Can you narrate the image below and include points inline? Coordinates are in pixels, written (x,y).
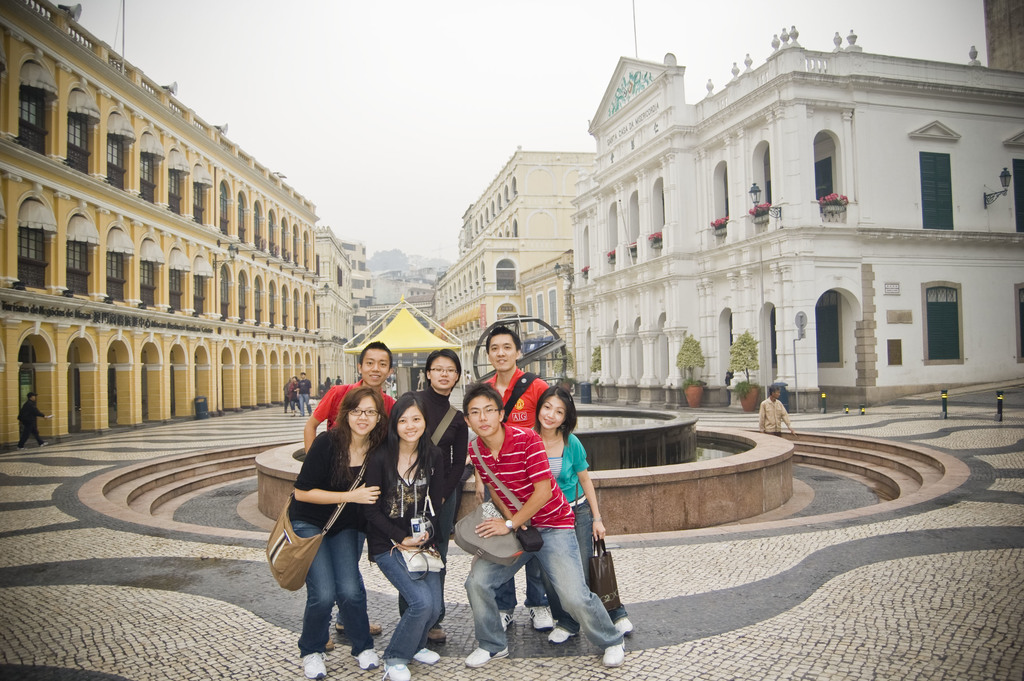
In the center of the image (388,354) there are group of persons (458,513) standing on the floor (236,580). In the background (389,132) we can see fountain (754,467), persons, buildings (839,361), trees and sky (386,70).
